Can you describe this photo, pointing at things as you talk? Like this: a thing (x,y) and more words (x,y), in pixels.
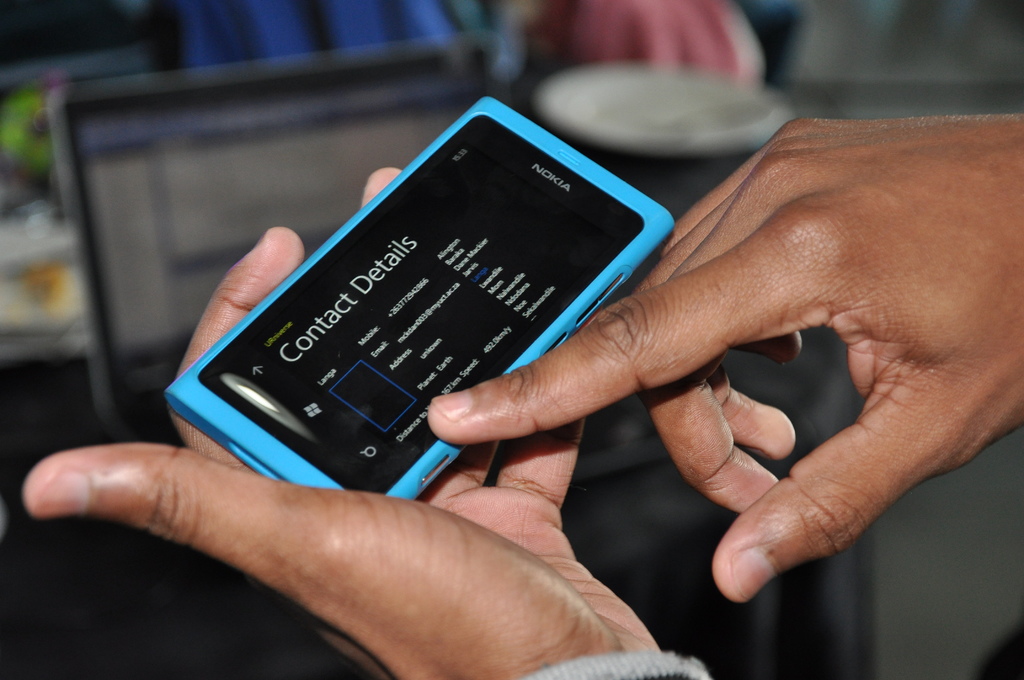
In this image we can see a person's hand (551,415) holding a mobile (476,332). The background (834,55) is blurred.
